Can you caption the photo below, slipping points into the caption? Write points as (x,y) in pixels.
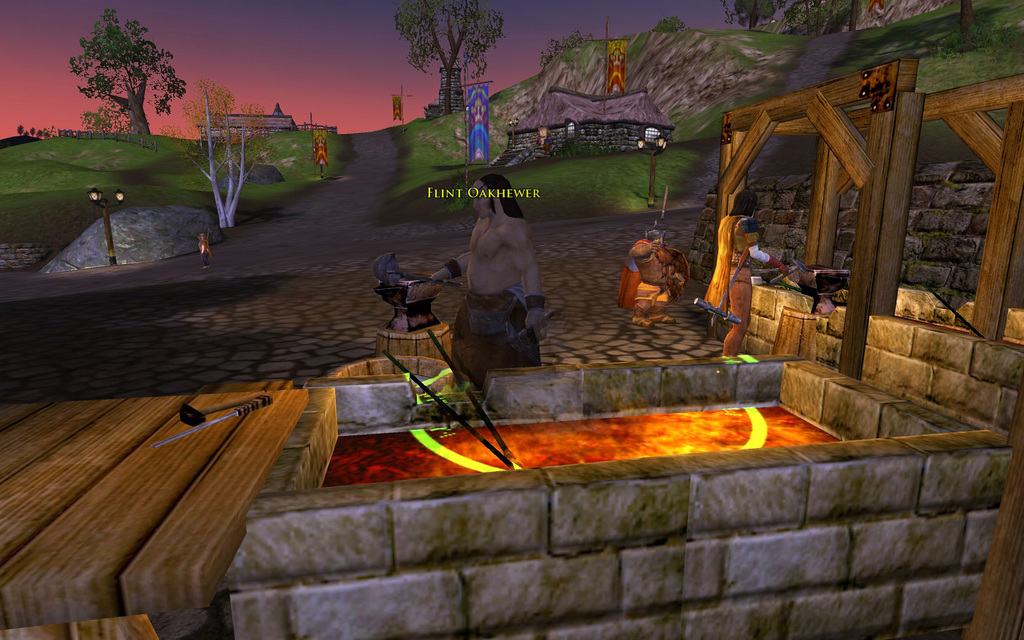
This is an animated image. At the bottom (454,576) there is a wall (683,370). On the right side (896,142) there are few wooden pillars (881,164). Here I can see few people (471,285). On the left side (183,473) there are few objects (215,409) on a table (66,499). In the background (243,135) there are some trees (414,47) and also I can see few banners (478,119). At the top of the image (274,43) I can see the sky (233,43).
